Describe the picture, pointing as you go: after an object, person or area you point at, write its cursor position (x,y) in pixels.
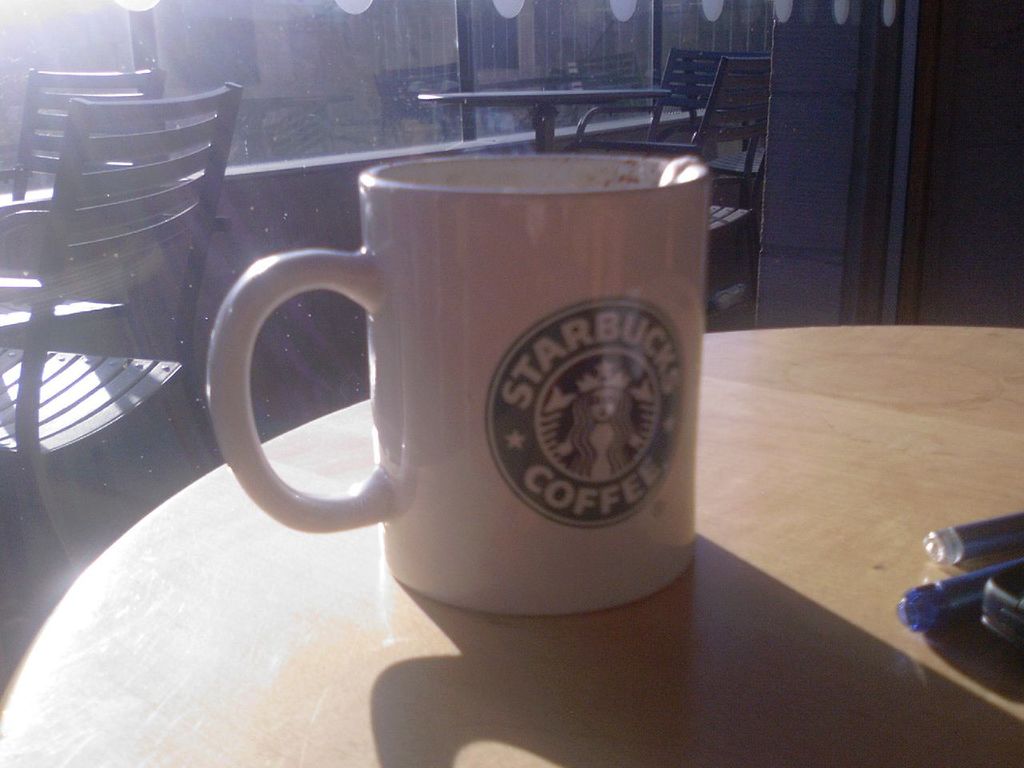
In this image we can see a cup (502,410), pens (1023,529) and one object (999,603) on the table (695,660). In the background (121,174), we can see chairs (726,110), table (593,90), wall (805,29) and glass windows (476,61).
